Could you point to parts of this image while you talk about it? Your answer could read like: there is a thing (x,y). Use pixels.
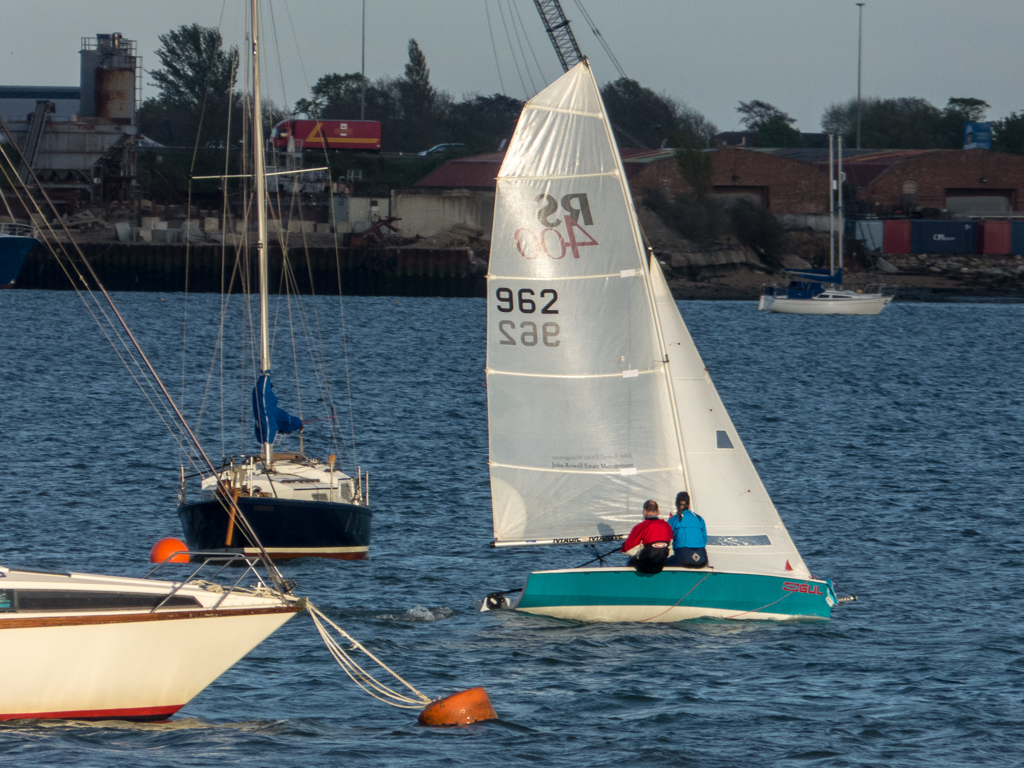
In this image, on the right (692,387) there is a boat (659,430) in that there are two people (671,557). On the left (211,592) there are two boats (199,532). At the bottom (733,682) there are waves (840,708), water (844,700). In the background (838,182) there are buildings (112,184), boat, trees (854,143), poles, sky (738,65).
